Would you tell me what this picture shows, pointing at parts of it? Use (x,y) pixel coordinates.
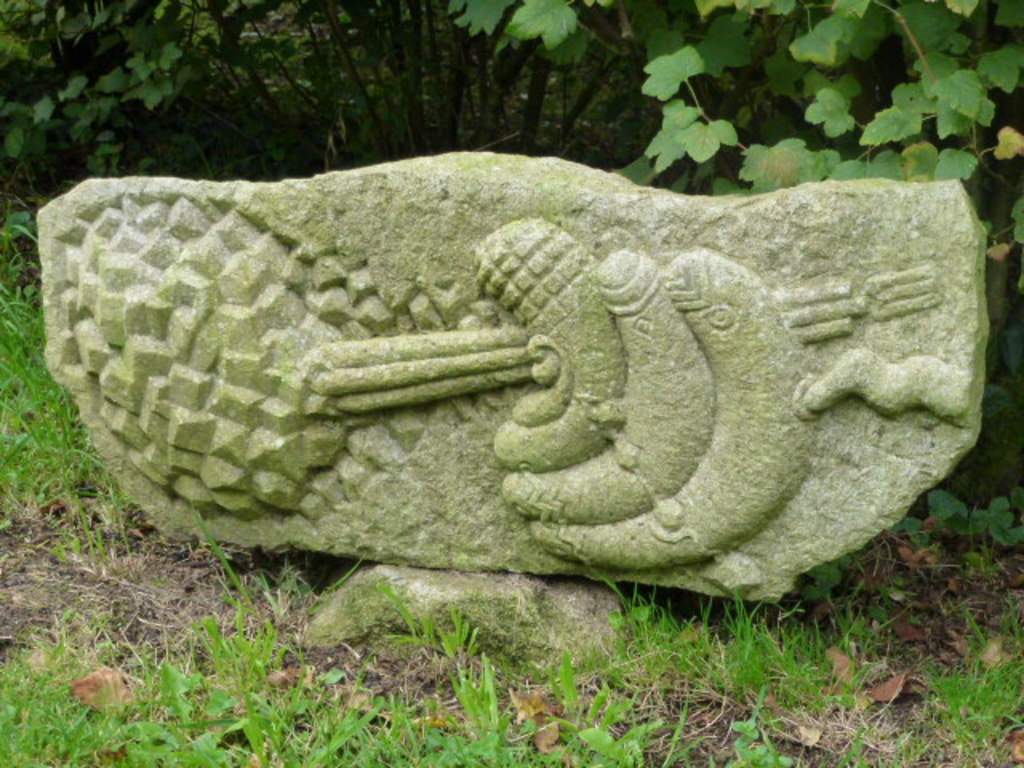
In the image we can see a stone (347,335) and on the stone (329,382) there is a design (313,401), this is a grass (283,699) and leaves (847,118).
